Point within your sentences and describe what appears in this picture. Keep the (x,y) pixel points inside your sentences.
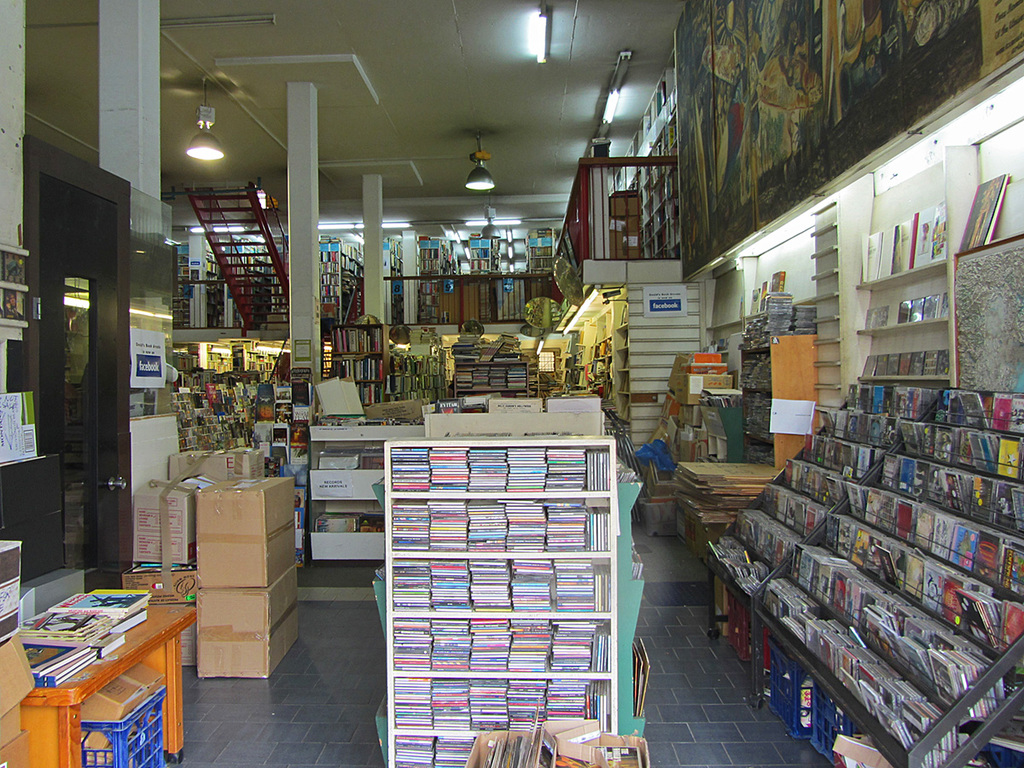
There are books (958,547) in the rack (448,556) and in shelves (544,447) in the foreground area of the image (21,396), there are stairs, lamps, other objects (387,409) and books (417,356) in the background (337,367).
